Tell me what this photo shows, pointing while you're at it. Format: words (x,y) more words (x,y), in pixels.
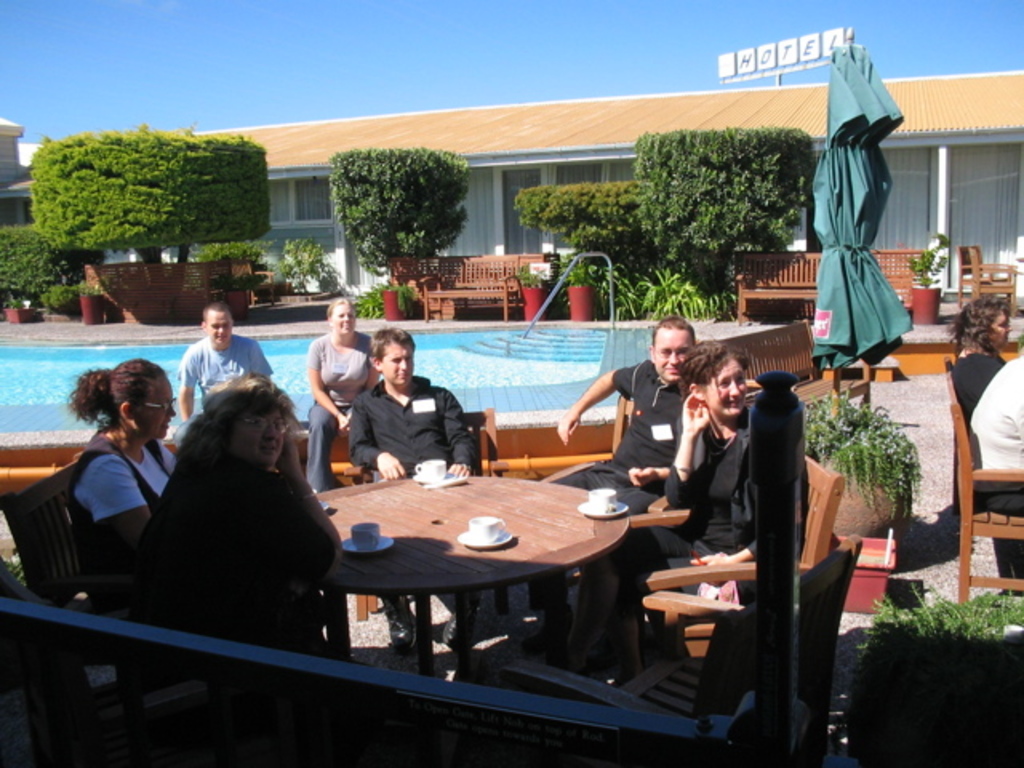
There are group of people (414,412) sitting on chairs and there is a table (422,546) in front of them which has cups (367,541) on it and there is a swimming pool (487,377) beside them and there are trees (160,216), chairs (480,269) and a building (477,156) in the background (621,184).
